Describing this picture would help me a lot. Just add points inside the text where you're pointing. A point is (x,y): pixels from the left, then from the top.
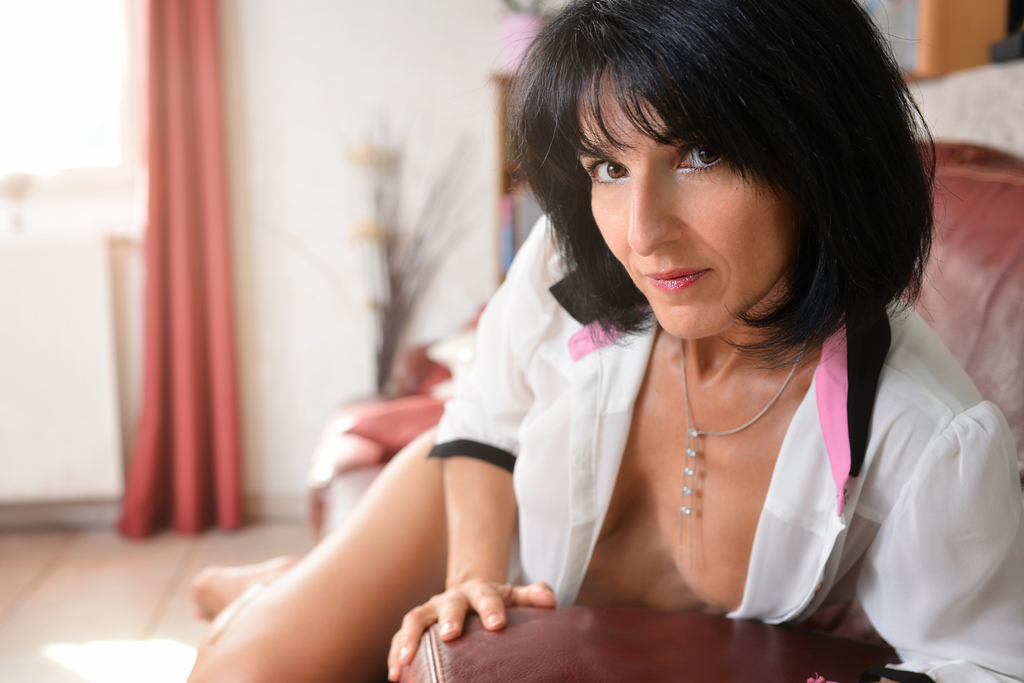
This picture is clicked inside the room (132,434). The woman (445,463) in white dress (488,430) is on the sofa (590,652). She is posing for the photo. Behind her, we see a flower pot (418,236) and a white wall (265,185). Beside that, we see a window (64,148) and a red color curtain (185,253). It is blurred in the background (254,202).
